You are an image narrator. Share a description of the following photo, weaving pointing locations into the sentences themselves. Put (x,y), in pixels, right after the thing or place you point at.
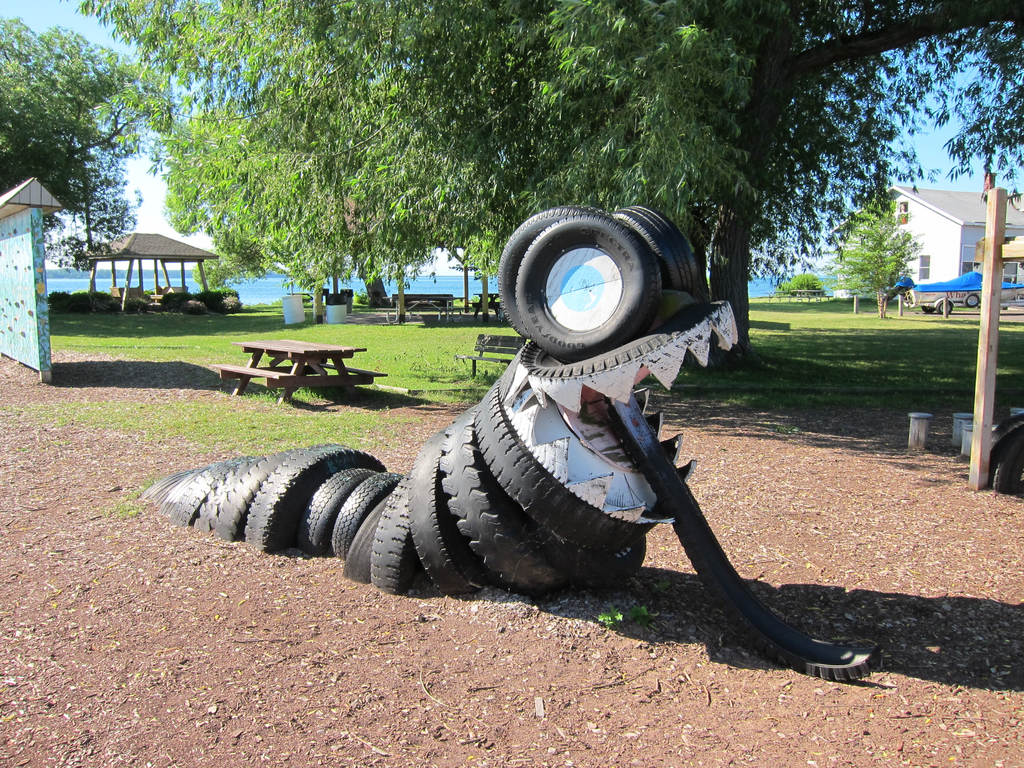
This is an outside view. In the middle of the image (417,498) there are few tires (479,495) placed on the ground (585,658). In the background (588,187) there are few trees (341,175) and benches (313,379) on the ground (331,388) and also I can see the grass (414,351). On the right side (943,240) there is a building (921,196) and a vehicle (940,285). On the left side (20,265) there is a shed (164,257) and a wall (23,311). In the background (441,287) it seems to be the water (444,284) and also I can see the sky (58,13) in blue color.
